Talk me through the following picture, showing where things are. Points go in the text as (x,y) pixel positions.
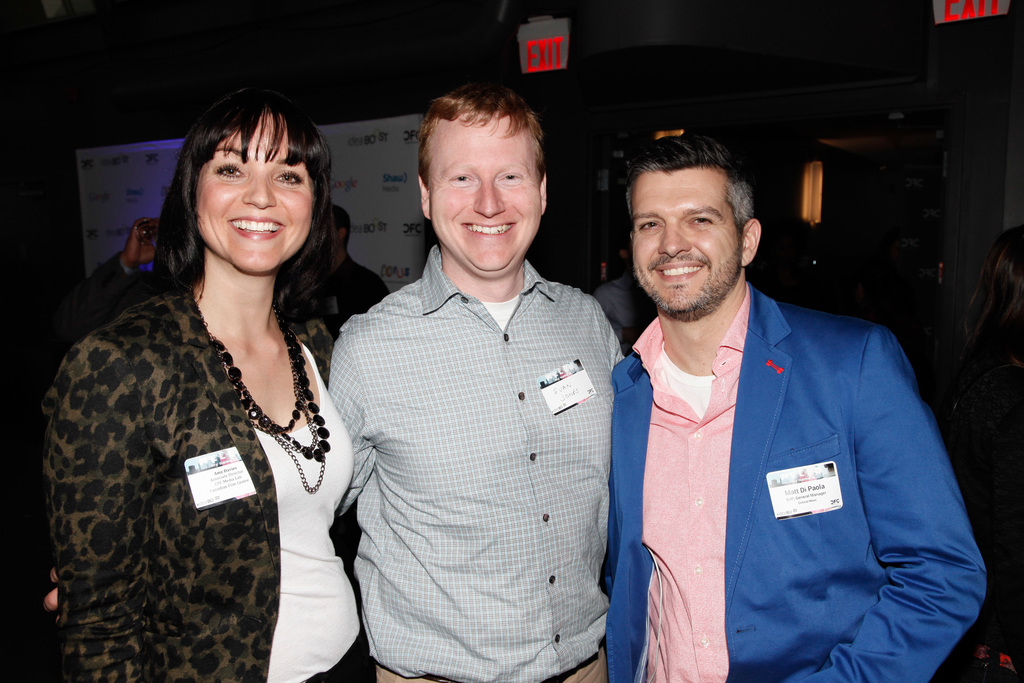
In this image we can see a few people (487,522), among them three people (494,509) are smiling, behind them, we can see a poster (392,269) with some text (352,184), at the top of the roof (631,43) we can see some exit boards (545,43).
